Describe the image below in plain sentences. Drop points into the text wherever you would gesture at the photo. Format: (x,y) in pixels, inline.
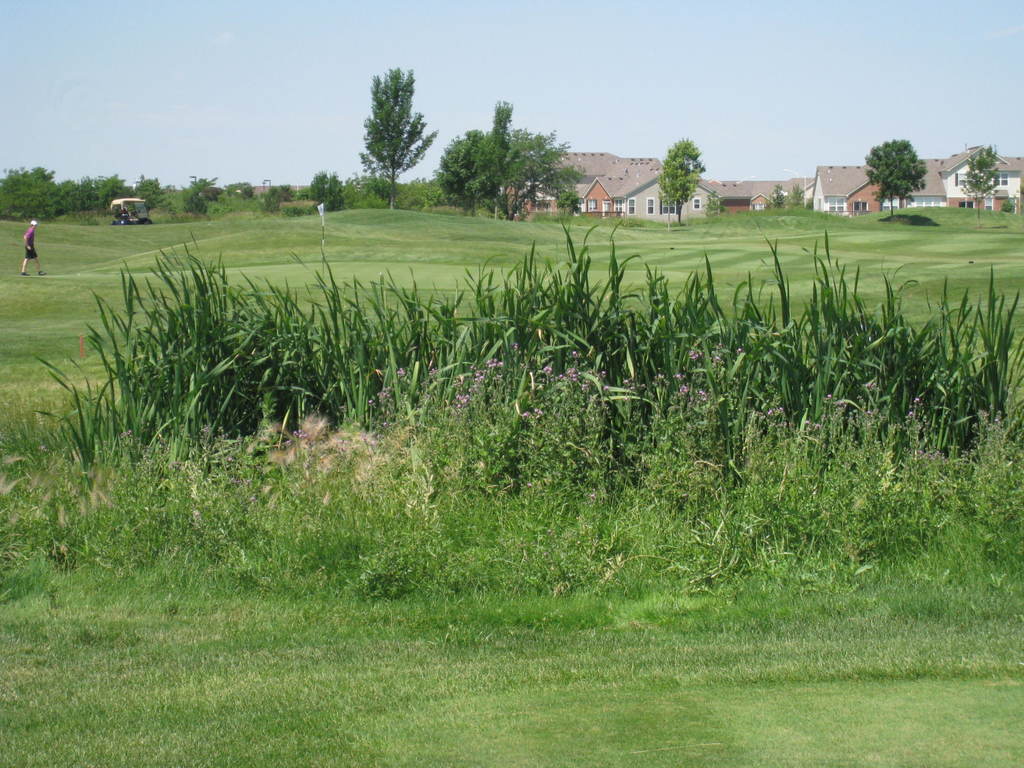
In this image, there are plants (866,407), grass (590,580), houses (582,192), trees (89,199) and a vehicle (140,220). On the left side of the image (36,222), I can see a person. In the background (203,138), there is the sky (250,149).
